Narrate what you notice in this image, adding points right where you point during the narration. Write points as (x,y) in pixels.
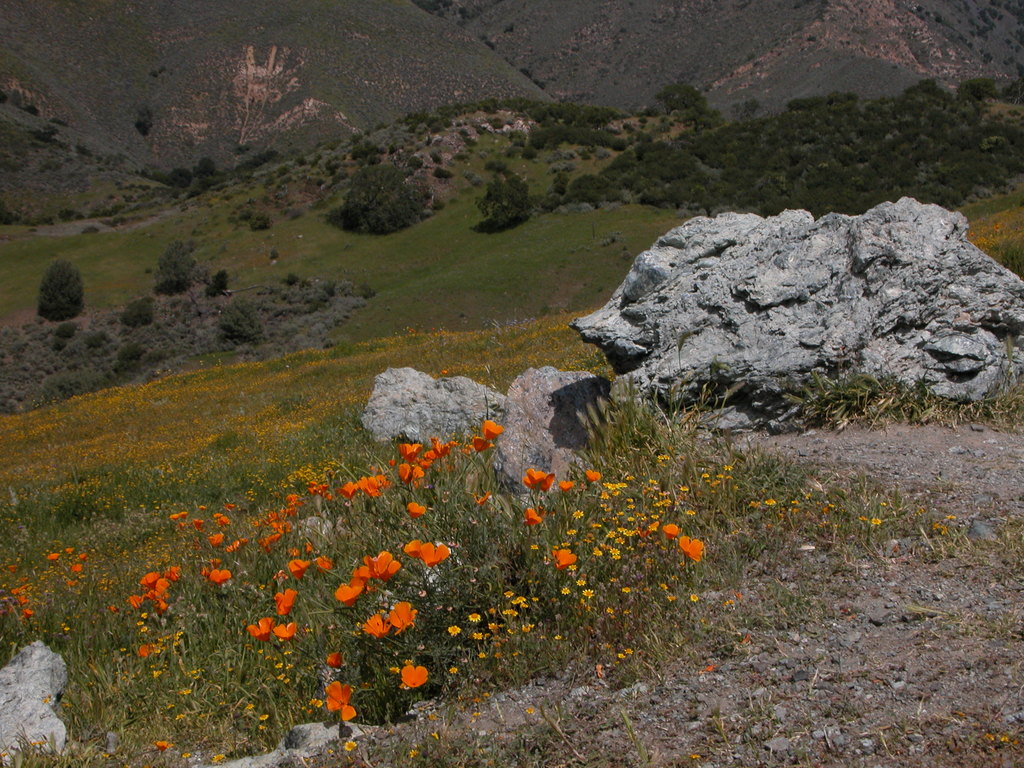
In this image we can see flower plants (360,454), rocks (815,276), trees (190,172) and other objects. In the background of the image (598,195) there are trees (942,121), grass (249,427) and other objects (475,96). At the bottom of the image (467,708) there is the ground (467,708).
